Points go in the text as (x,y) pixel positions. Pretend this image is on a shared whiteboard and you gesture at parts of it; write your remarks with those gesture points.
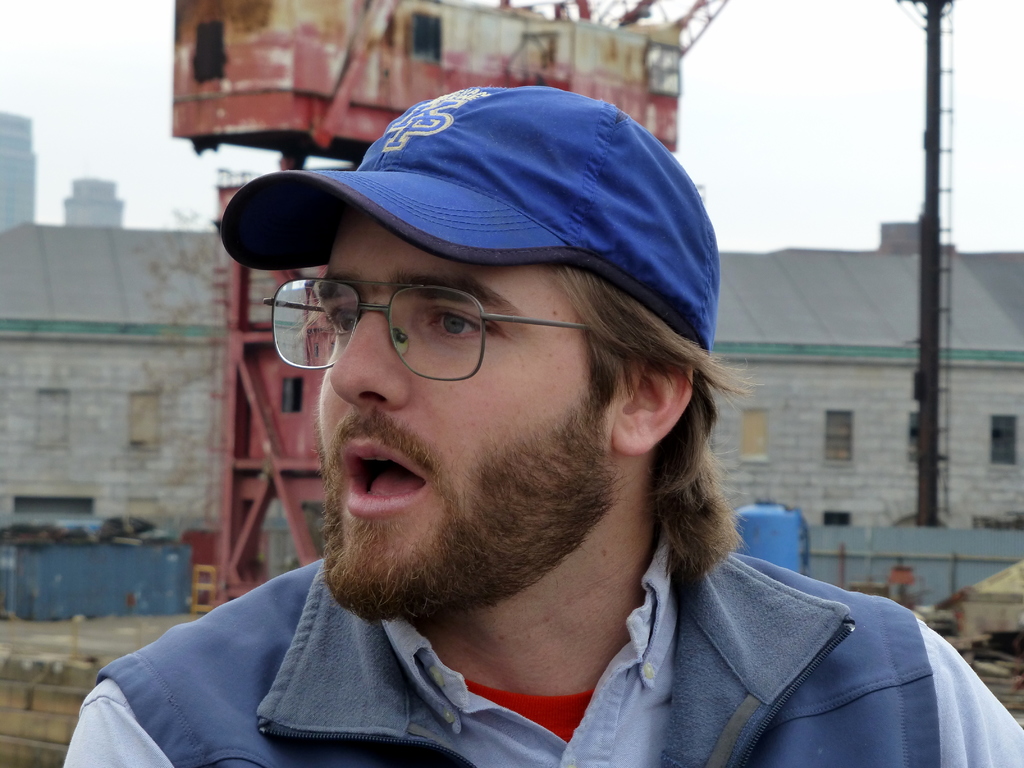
In this image we can see a man (522,471) with cap (500,169), in the background (300,487) there is a crane (261,324), an iron pole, few buildings (107,235), a blue color object (796,509) and the sky (128,106).
